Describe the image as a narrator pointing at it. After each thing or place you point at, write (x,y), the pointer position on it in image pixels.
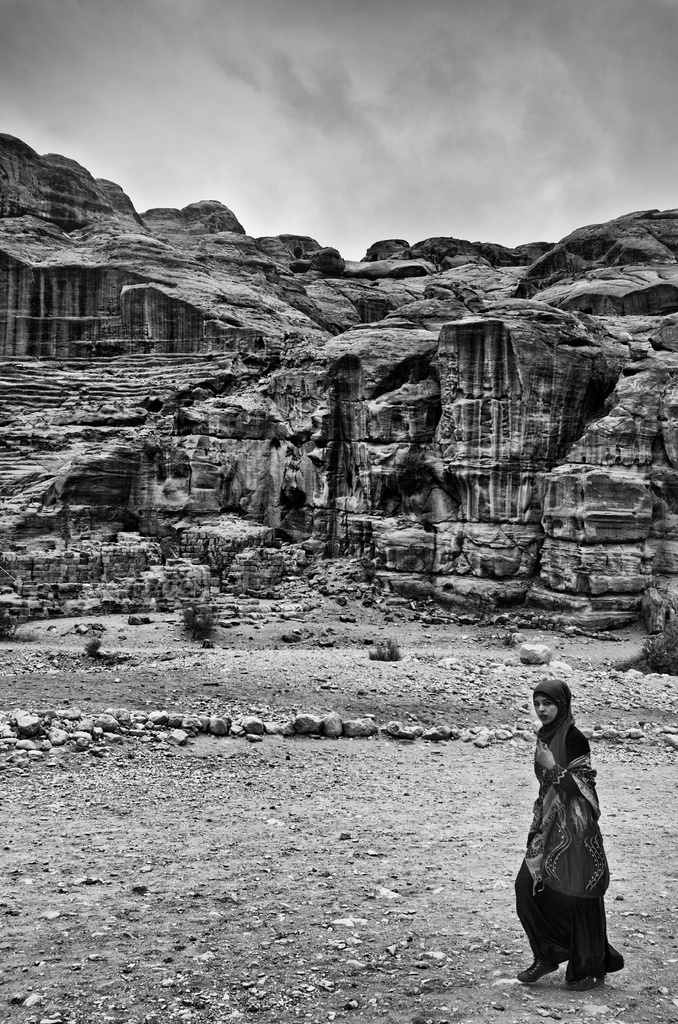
This is a black and white image. We can see a woman (565,852) walking on the ground (503,925). Behind the women (535,828), there are stones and a hill (224,410). At the top of the image (275,85), there is the sky (271,42).
